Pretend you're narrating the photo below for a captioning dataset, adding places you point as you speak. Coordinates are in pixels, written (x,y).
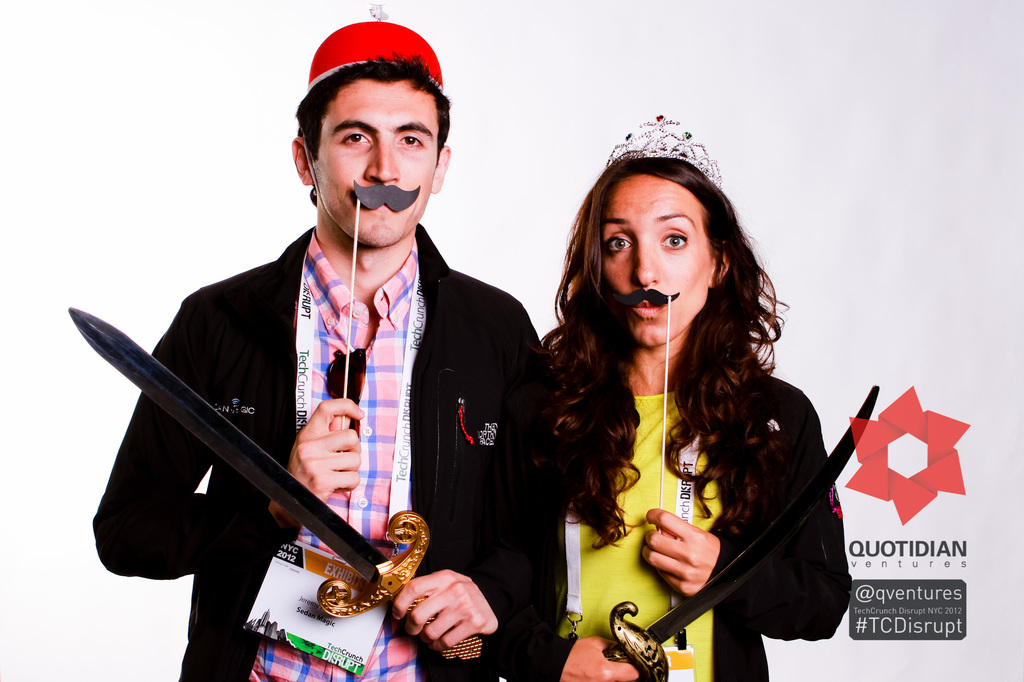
In this picture we can see a man (532,373) and a woman (719,459) are standing and holding swords (371,558), this man (376,509) wore a cap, on the right side (879,474) we can see a logo (938,491) and some text (913,597).
